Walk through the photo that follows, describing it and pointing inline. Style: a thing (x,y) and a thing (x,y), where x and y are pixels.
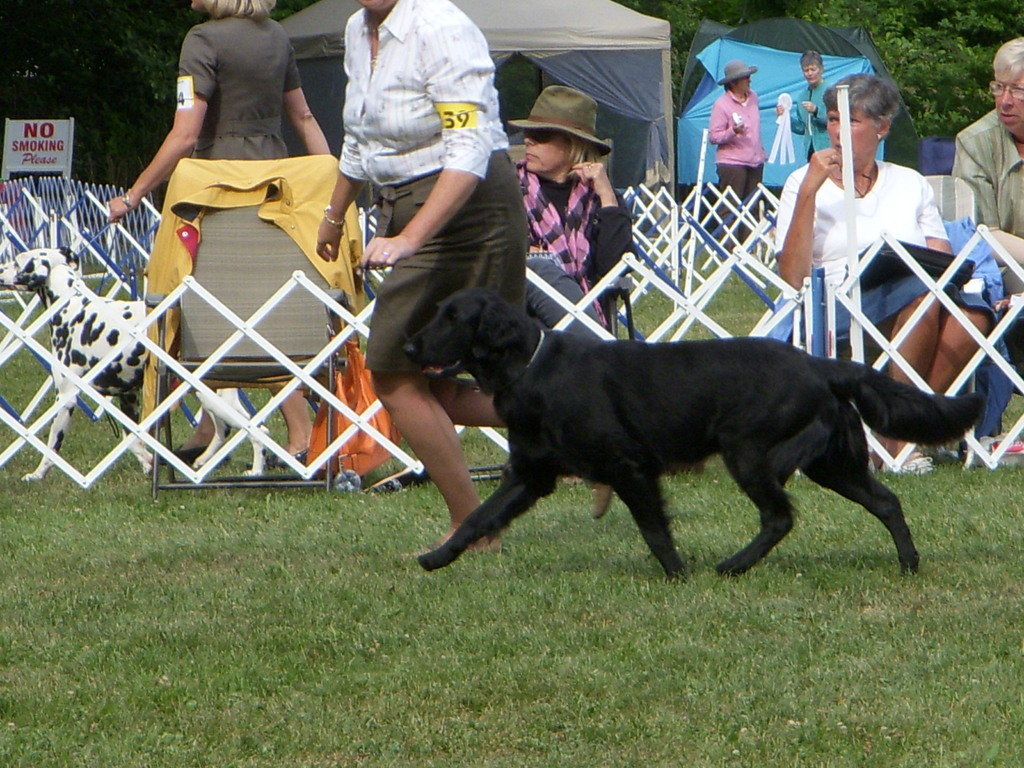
Bottom of the image (244,599) there is grass (795,500). In the middle of the image (622,389) few persons (226,64) holding dogs (825,445). Behind them there are some chairs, in the chairs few people (968,300) are sitting and watching. Top of the image (622,84) there are some tents (790,66). Behind the tents (836,64) there are some trees (126,61). Top left side of the image (17,202) there is fencing (4,196). Behind the fencing (55,196) there is a banner (32,130).
